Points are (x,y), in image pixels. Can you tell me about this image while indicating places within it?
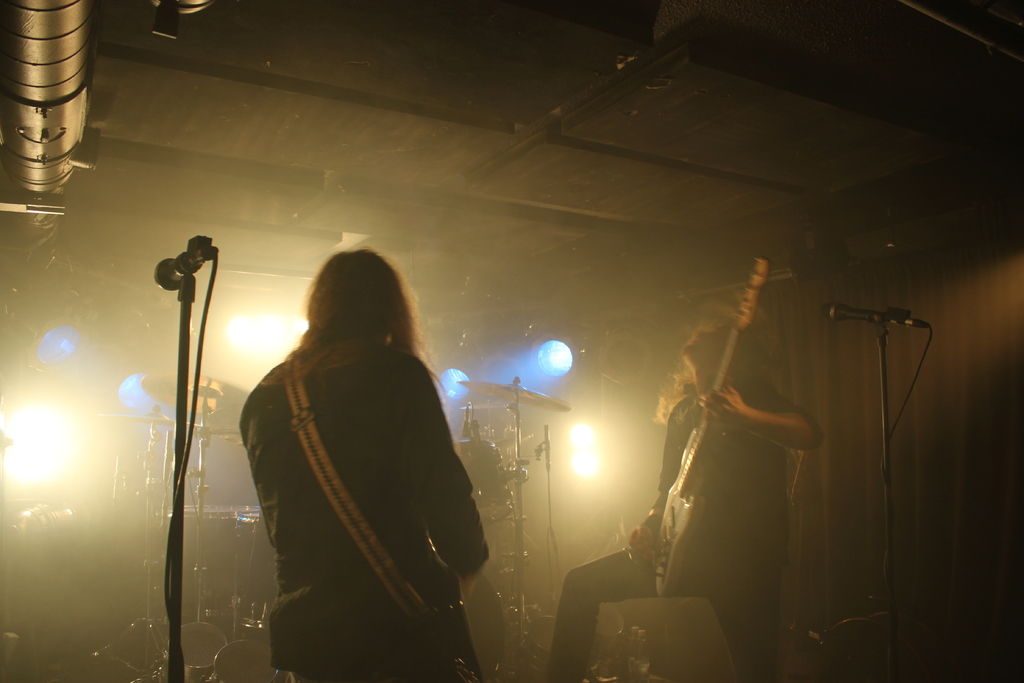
In the picture we can see two men (278,432) standing and playing guitar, we can see microphones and in the background of the picture (55,463) there are some drums (271,561) and lights (23,402).
